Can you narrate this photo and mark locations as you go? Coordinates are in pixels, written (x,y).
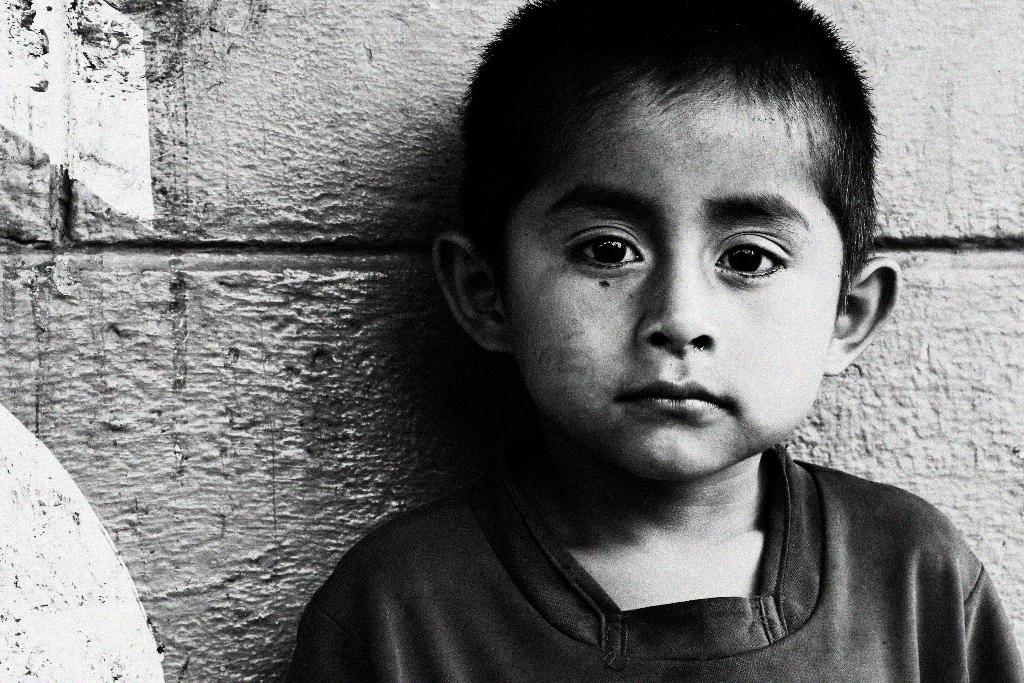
This is a black and white image. In this image we can see a boy (670,465). In the background (246,266) there is a wall (933,333).
